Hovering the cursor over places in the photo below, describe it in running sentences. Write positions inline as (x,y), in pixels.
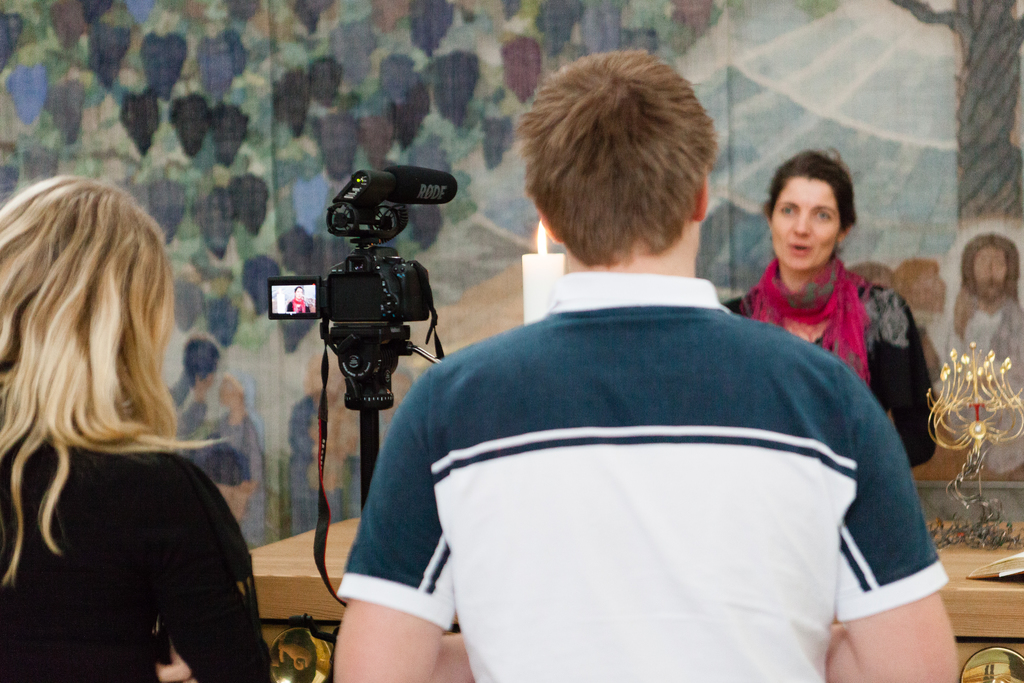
In this image we can see three persons (649,416), one man (611,428) and two women's (769,222). Backside of the women (782,264) one big wall (269,520) is there. The wall (497,302) is painted with different colors. There is one table (306,609), some objects (1008,564) and one light stand (985,503) is on the table (970,559). One candle (533,285) and one video camera (344,314) are there.
